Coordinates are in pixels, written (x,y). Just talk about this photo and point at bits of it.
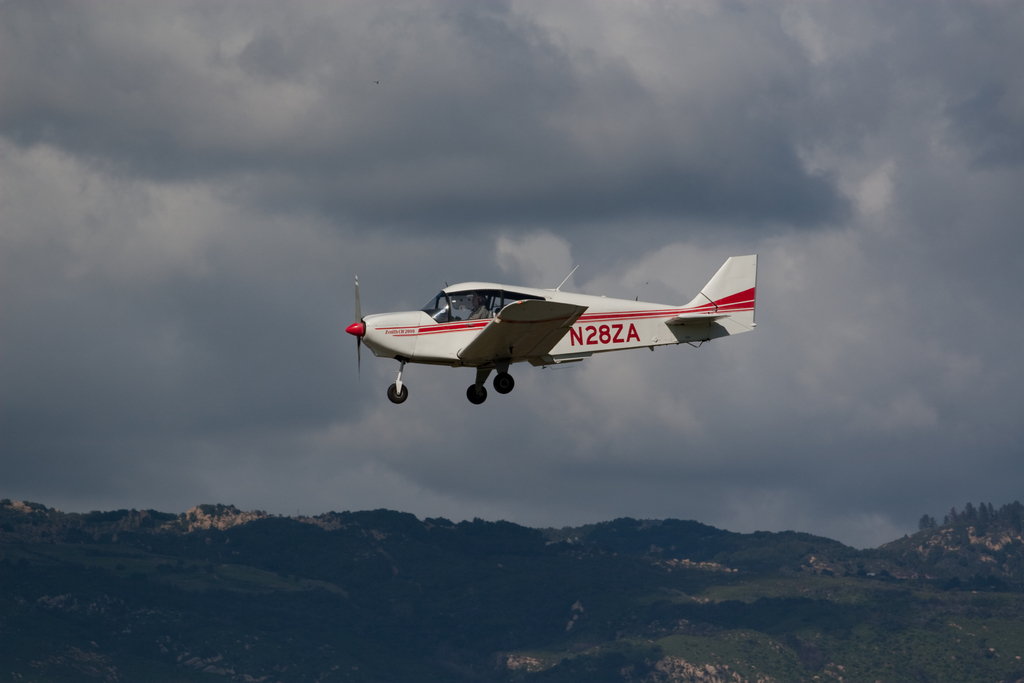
In this image we can see an aircraft (470,344) flying, there are some mountains (640,526), trees (804,552) and also we can see the sky (315,371) with clouds (355,367).
